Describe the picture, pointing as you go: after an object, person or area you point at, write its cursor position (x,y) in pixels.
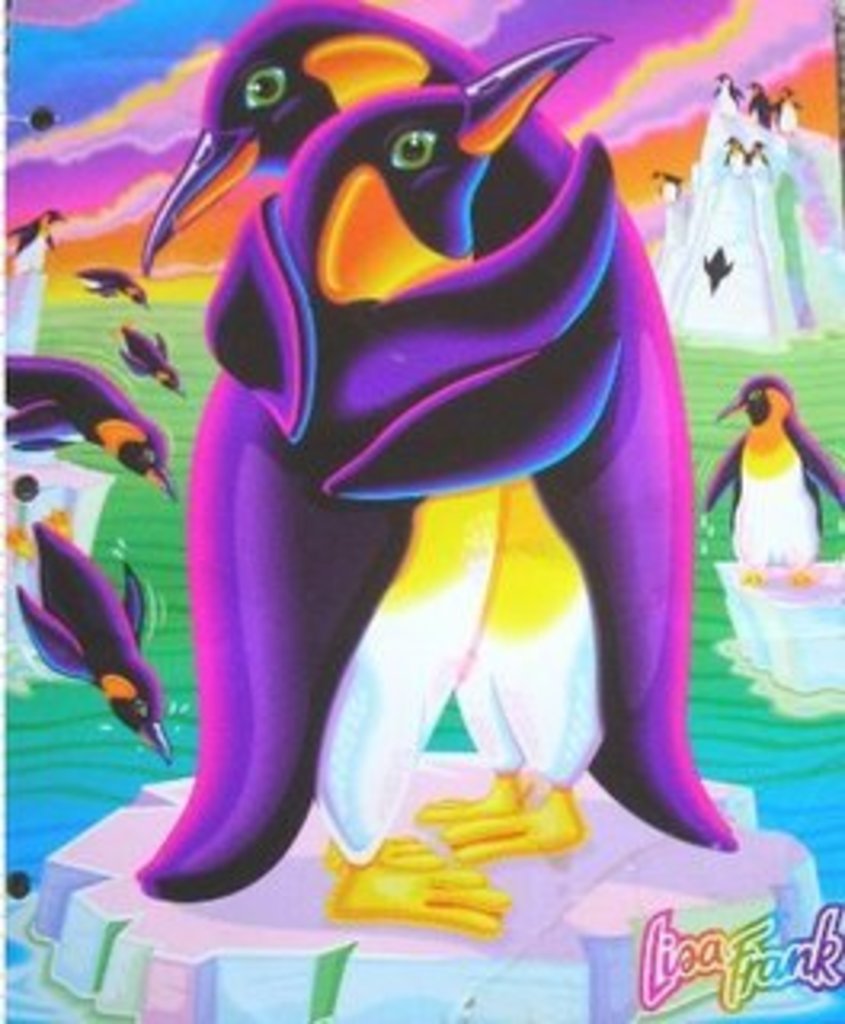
This is an animated image. We can see some penguins (380,264) in that image.
